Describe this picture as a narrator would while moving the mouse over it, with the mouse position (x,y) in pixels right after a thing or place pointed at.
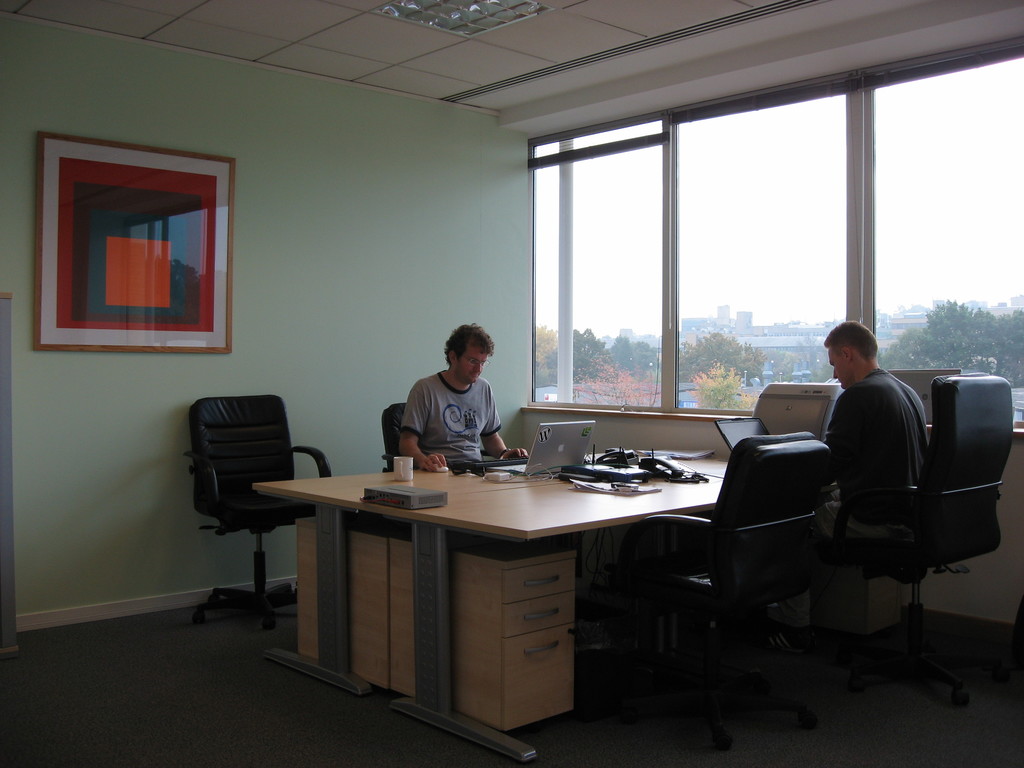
In this image there are people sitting on the chairs (965,517). Beside them there are chairs (632,556). In front of them there is a table (554,523). On top of it there are laptops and a few other objects (596,486). Beneath the table (600,502) there are drawers (511,664). In the background of the image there is a photo frame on the wall (136,396). On top of the image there are lights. In the background of the image (979,146) there are glass windows (635,288) through which we can see trees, buildings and sky (771,241).
